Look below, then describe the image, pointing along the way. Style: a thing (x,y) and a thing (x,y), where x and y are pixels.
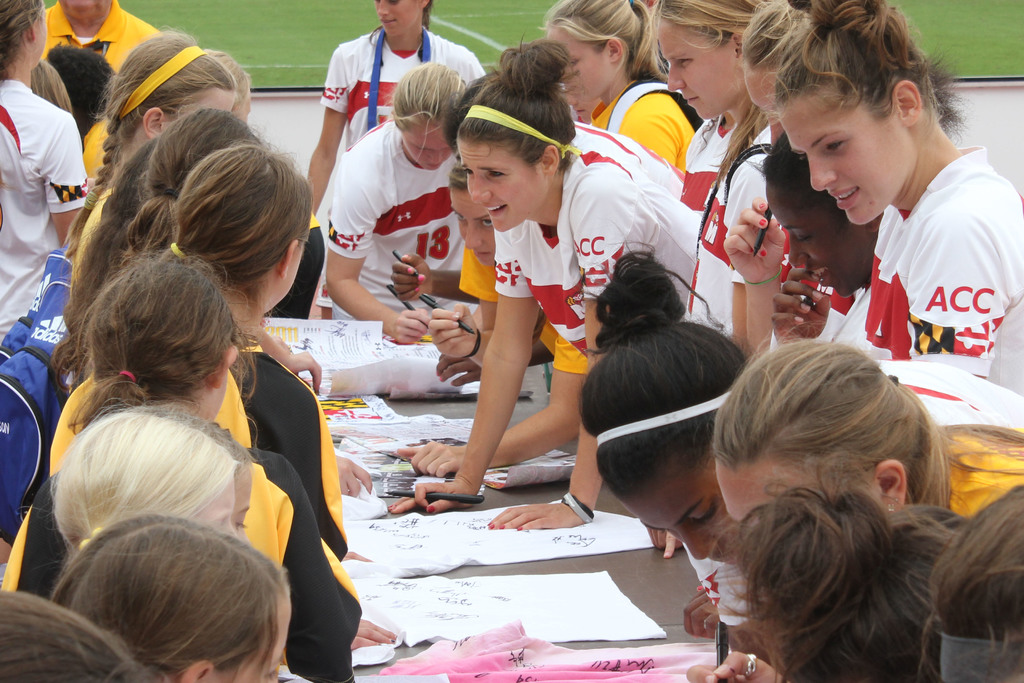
In this image, we can see a group of people (322,489). Few are holding some object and smiling. At the bottom (671,586), we can see a table (620,571), few papers (483,560) and objects (436,572) are placed on it. Background (1004,115) we can see white and green colors.
